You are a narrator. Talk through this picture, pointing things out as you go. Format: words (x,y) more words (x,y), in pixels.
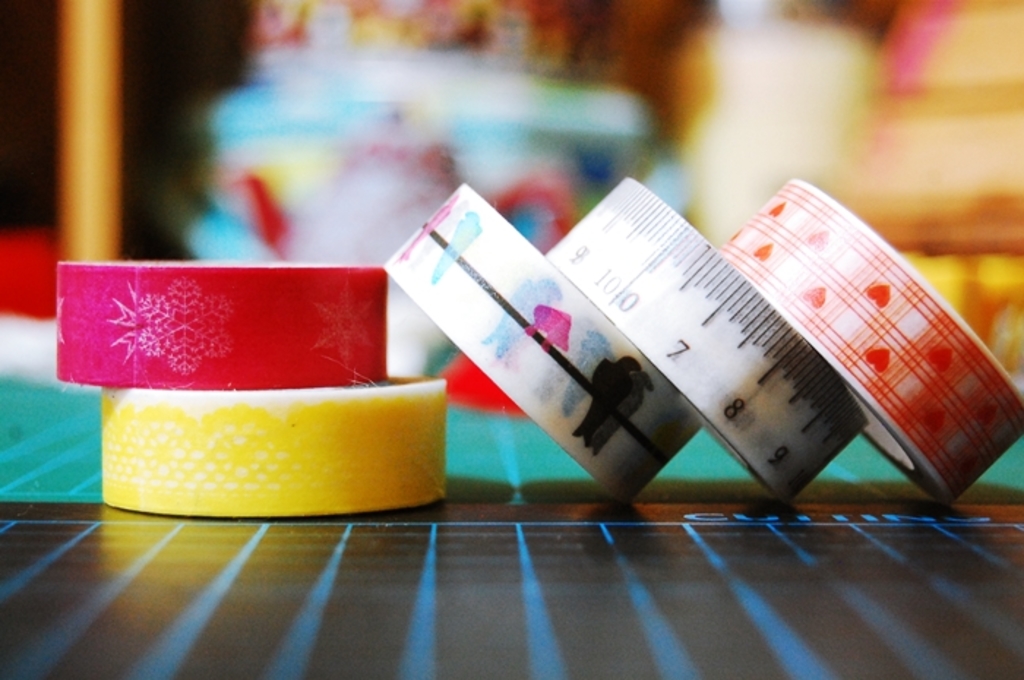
In this image, I can see five pattern tapes (524,391). This looks like a table (180,552) with a paper (174,552) on it. The background (111,123) looks colorful and blur.
